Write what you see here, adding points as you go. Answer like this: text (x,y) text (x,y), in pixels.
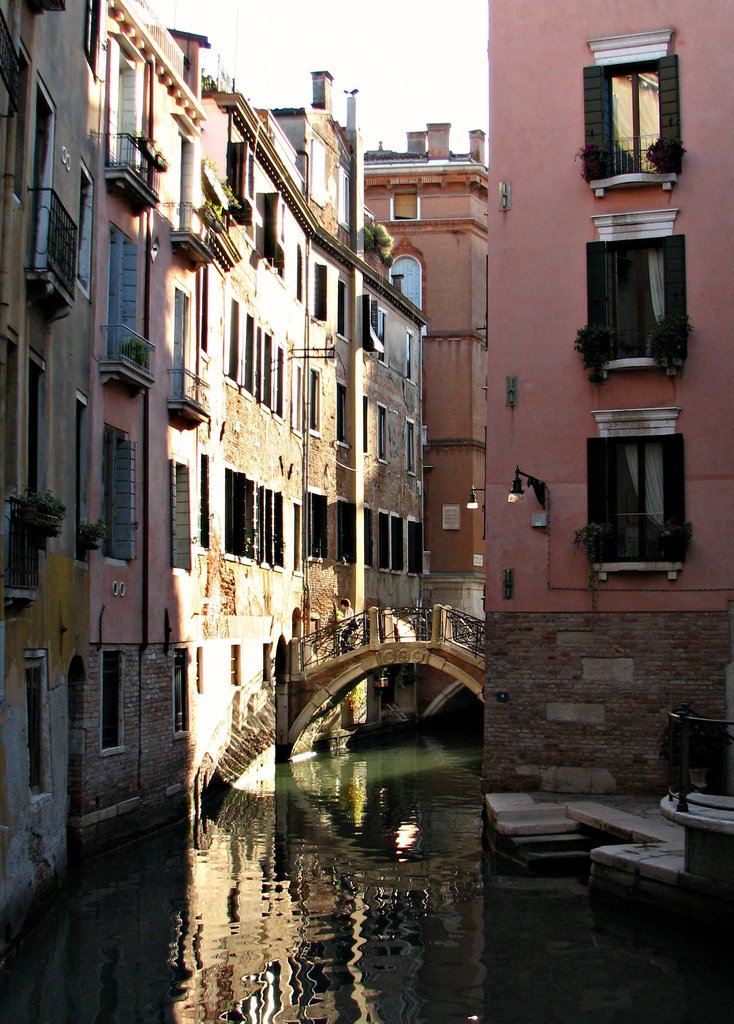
In this image we can see buildings (318,289), windows (260,534), there is a person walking on the bridge (329,677), there are house plants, there is a light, also we can see the water (415,761), and the sky (385,83).
